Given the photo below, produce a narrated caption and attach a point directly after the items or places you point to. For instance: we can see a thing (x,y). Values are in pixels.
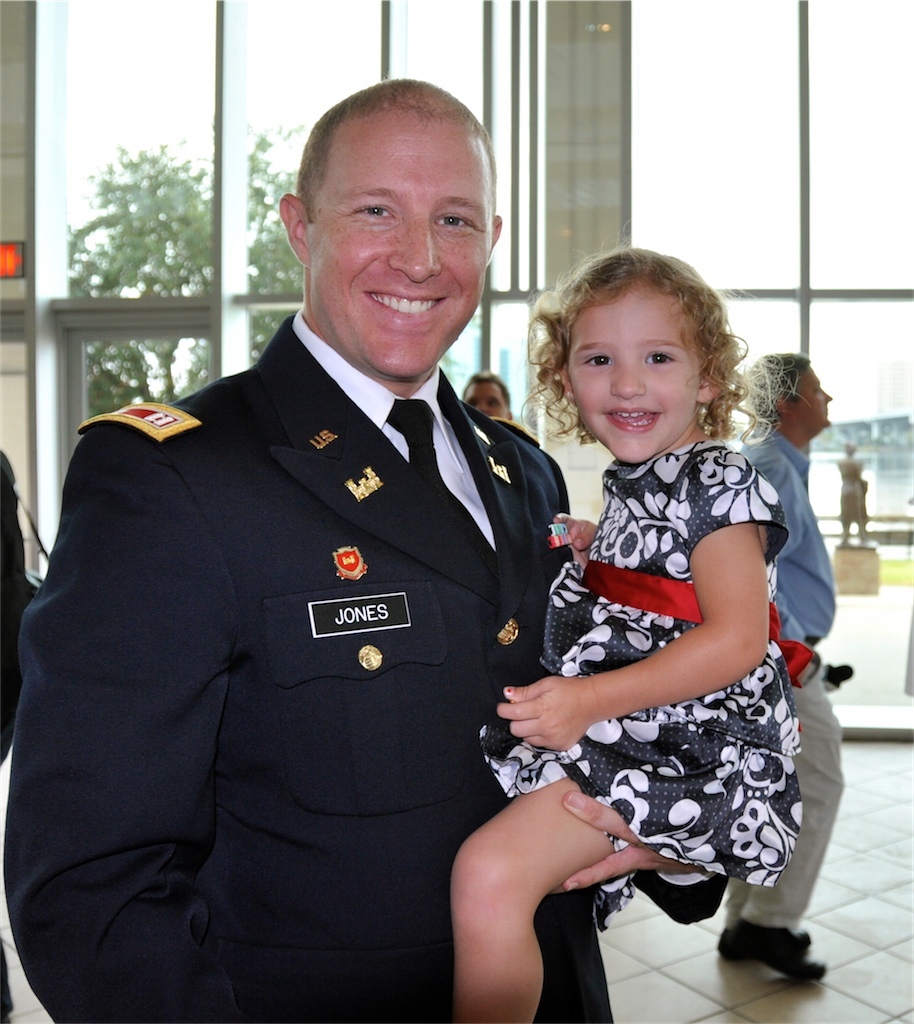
In this image in the front (348,534) there is a man (356,555) standing and smiling and holding a girl (631,662) in his hand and girl (637,641) is smiling. In the background (468,374) there are persons (790,529) standing and there are windows (271,322) behind the windows (249,246) there is a tree (280,241) and there is the statue (864,506).
